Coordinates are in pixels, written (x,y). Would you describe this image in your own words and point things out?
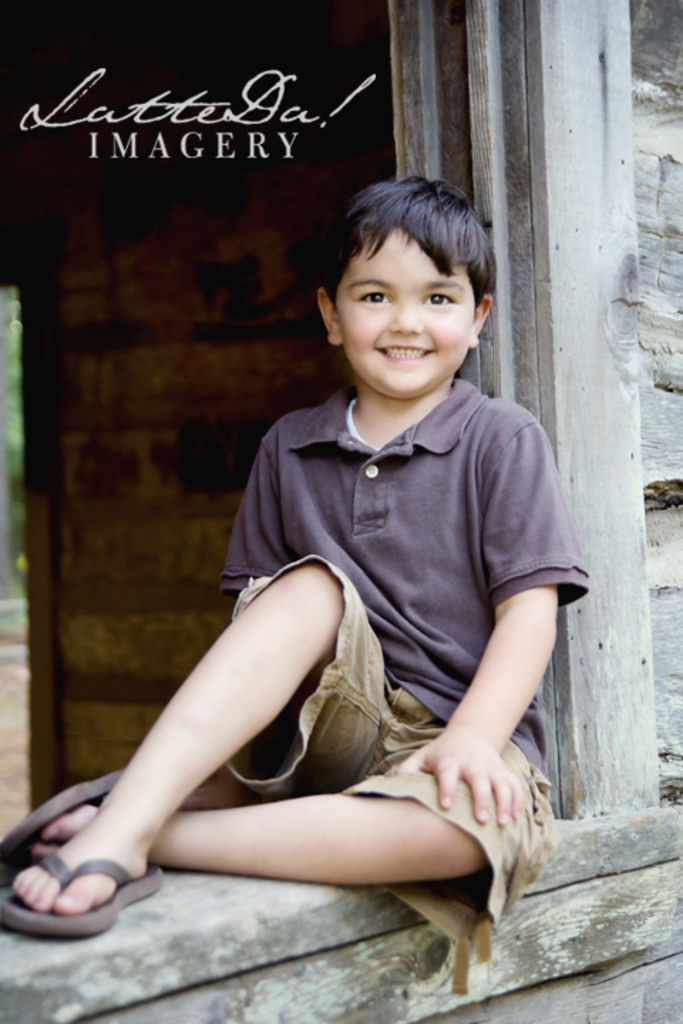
There is a boy (254,680) sitting on a wooden surface (627,860). In the back (583,372) there is a wall (247,261). In the left top corner (174,117) something is written on the image.
